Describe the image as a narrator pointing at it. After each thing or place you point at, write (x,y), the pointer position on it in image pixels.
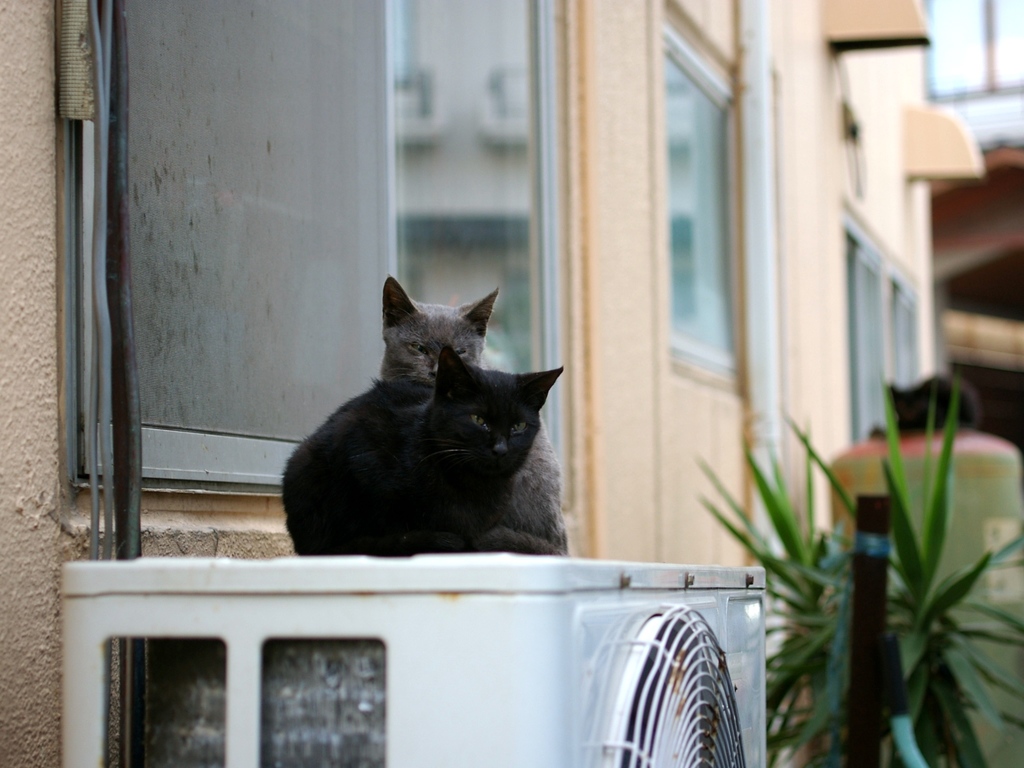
In the center of the image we can see a white color object (348,646). On the object (397,615), we can see two cats (449,455). In the background (832,413) there is a building (687,371), windows (710,226), leaves (785,543) and a few other objects (879,552).
